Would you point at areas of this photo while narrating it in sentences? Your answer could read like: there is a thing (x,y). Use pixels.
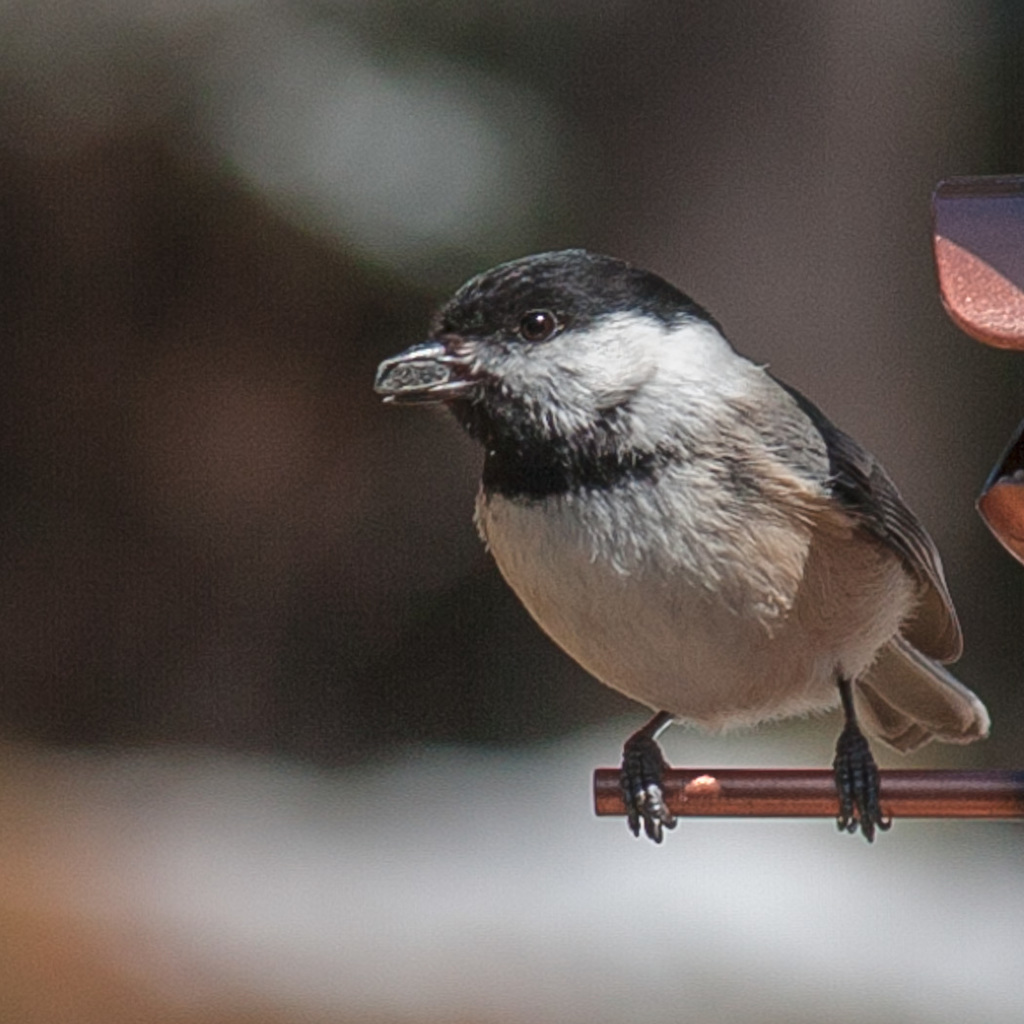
In the center of the image (659,413), we can see a bird (801,539) on the stand (796,808) and the background (733,216) is not clear.
